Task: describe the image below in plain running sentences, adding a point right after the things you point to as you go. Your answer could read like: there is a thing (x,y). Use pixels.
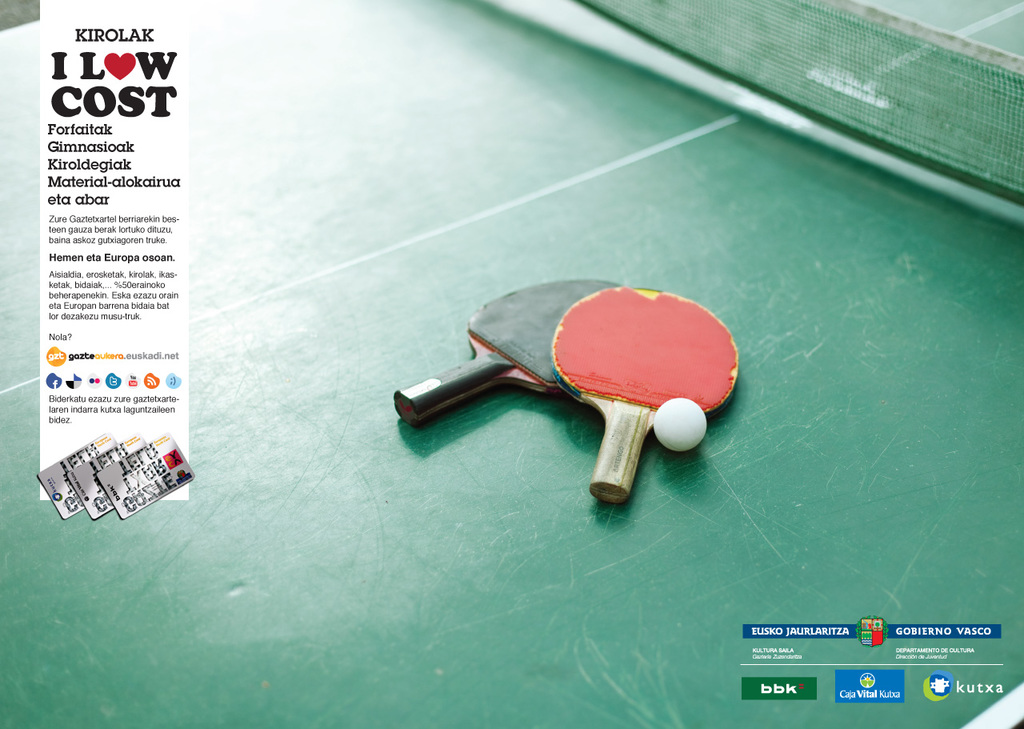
An advertisement (106,177) is shown in the picture. Two table tennis bats (596,339) and a ball (685,416) are shown. They are kept on a table tennis table (681,142).
